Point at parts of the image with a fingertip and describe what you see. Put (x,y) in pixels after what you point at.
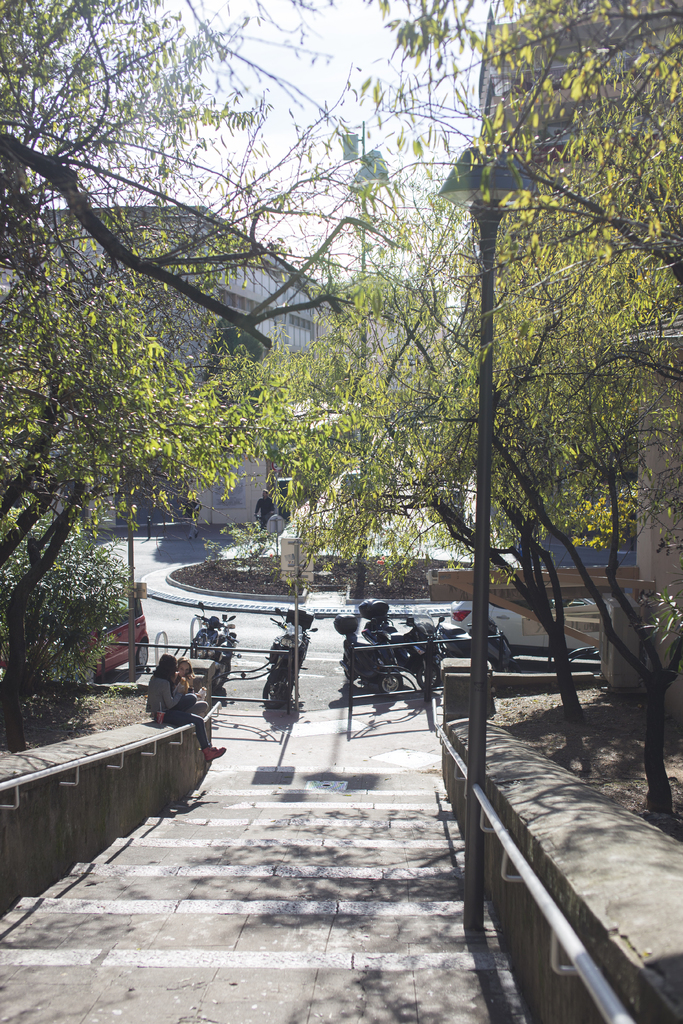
At the bottom of the image (222,869) there are stairs (287,877) and we can see people (171,716) sitting. On the right (482,634) there is a pole (479,892). In the background (208,465) there are trees (384,381), bikes (499,642), car (125,629), building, person (267,499) and sky (288,185).
